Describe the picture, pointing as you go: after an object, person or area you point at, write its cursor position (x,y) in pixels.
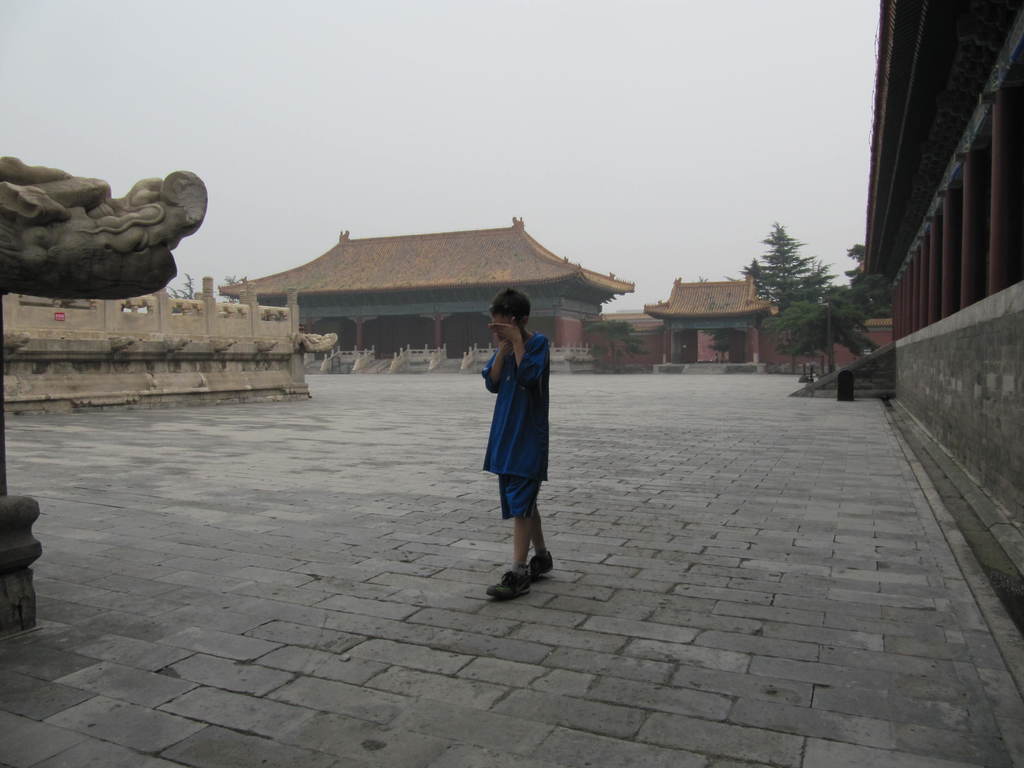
This image is taken outdoors. At the top of the image (374,105) there is the sky (441,145). At the bottom of the image (422,656) there is a floor (672,592). In the middle of the image (511,468) a boy (504,480) is walking on the floor (501,525). In the background (444,314) there are few Chinese architectures (576,277) with walls (160,322), buildings (380,297), roofs (412,264) and doors (679,353). There are a few stairs (400,358). On the left side of the image (106,253) there is a sculpture (89,226). On the right side of the image (920,320) there is a house (897,294) and there are a few trees (870,284).
